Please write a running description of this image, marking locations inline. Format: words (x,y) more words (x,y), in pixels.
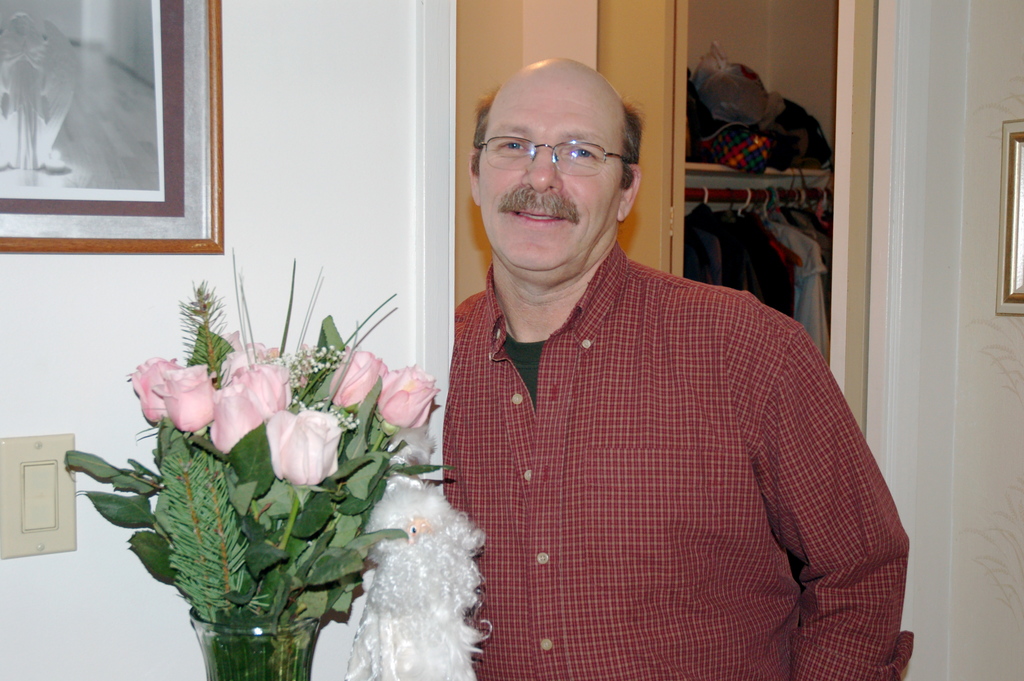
In this image we can see a person (578,457) standing near the wall (395,236) and there is a flower vase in front of the person (534,454), there are photo frames (203,204) and a switchboard (74,448) to the wall (101,602), in the background (760,253) there are few clothes (756,254) hanged to the rod (814,196) and there are few objects (765,145) on the shelf (712,166).
